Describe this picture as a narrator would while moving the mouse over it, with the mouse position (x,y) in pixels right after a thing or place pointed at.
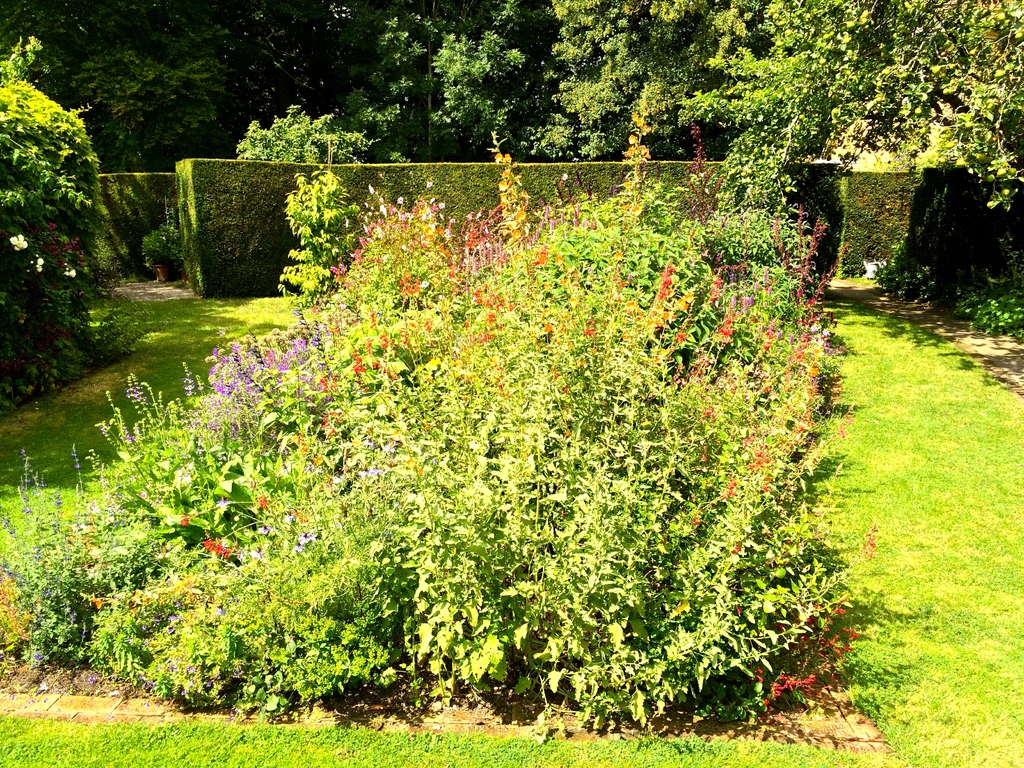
In the middle of the picture (520,288), we see the plants (531,377) which have flowers (221,545) and these flowers (213,426) are in violet and red color. At the bottom (704,756), we see the grass (320,767). On the right side (904,464), we see the grass (924,490). On the left side (26,250), we see the trees (26,250) and the white flowers (40,271). In the background (291,175), we see the trees (429,47) and the hedging plants (291,175).
